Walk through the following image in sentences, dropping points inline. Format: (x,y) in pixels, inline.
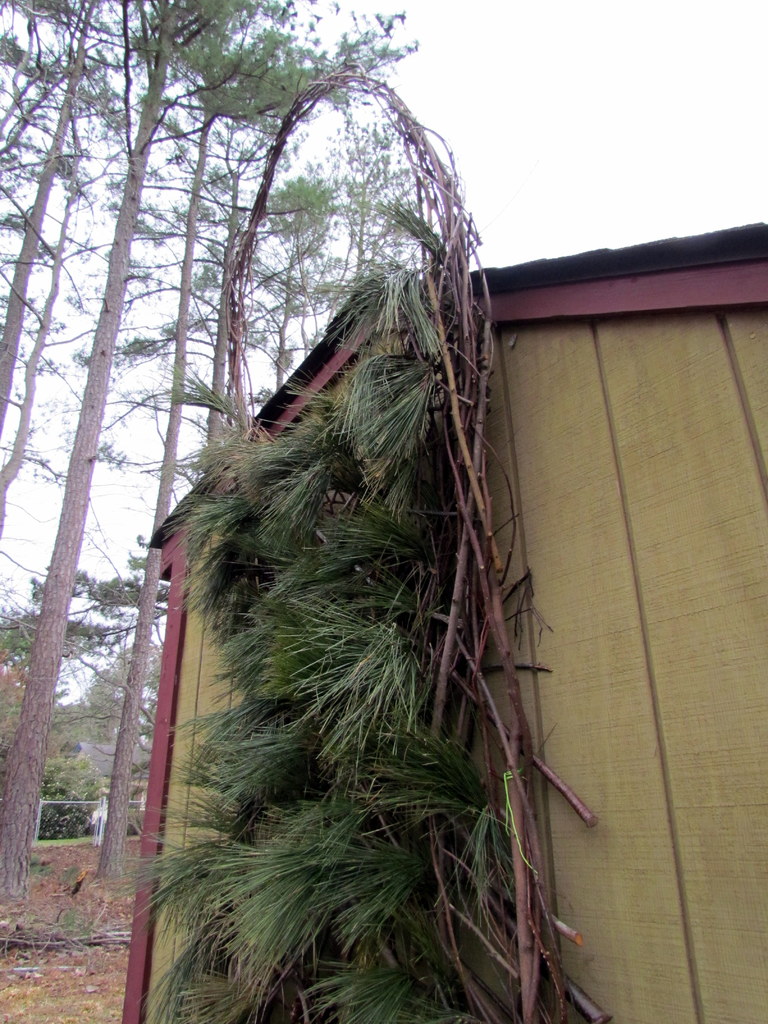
In this image we can see a house (287,393) with a roof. We can also see some plants (350,897) and an arch (530,916) made with some branches (521,764) of trees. On the backside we can see a group of trees (354,219), a fence (86,818) and the sky (320,276) which looks cloudy.
